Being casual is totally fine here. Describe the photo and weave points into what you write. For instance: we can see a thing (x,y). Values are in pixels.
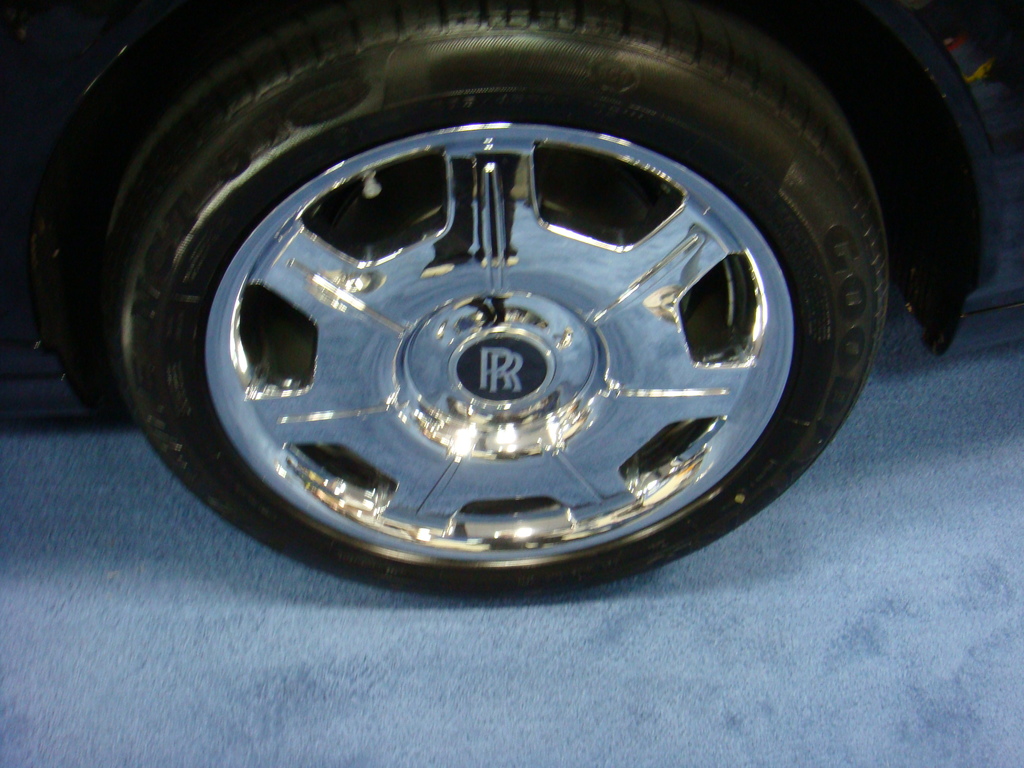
In the center of the image (379,349) we can see one tire (321,58) of a vehicle (471,336). On the tire (527,378), there is a logo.
